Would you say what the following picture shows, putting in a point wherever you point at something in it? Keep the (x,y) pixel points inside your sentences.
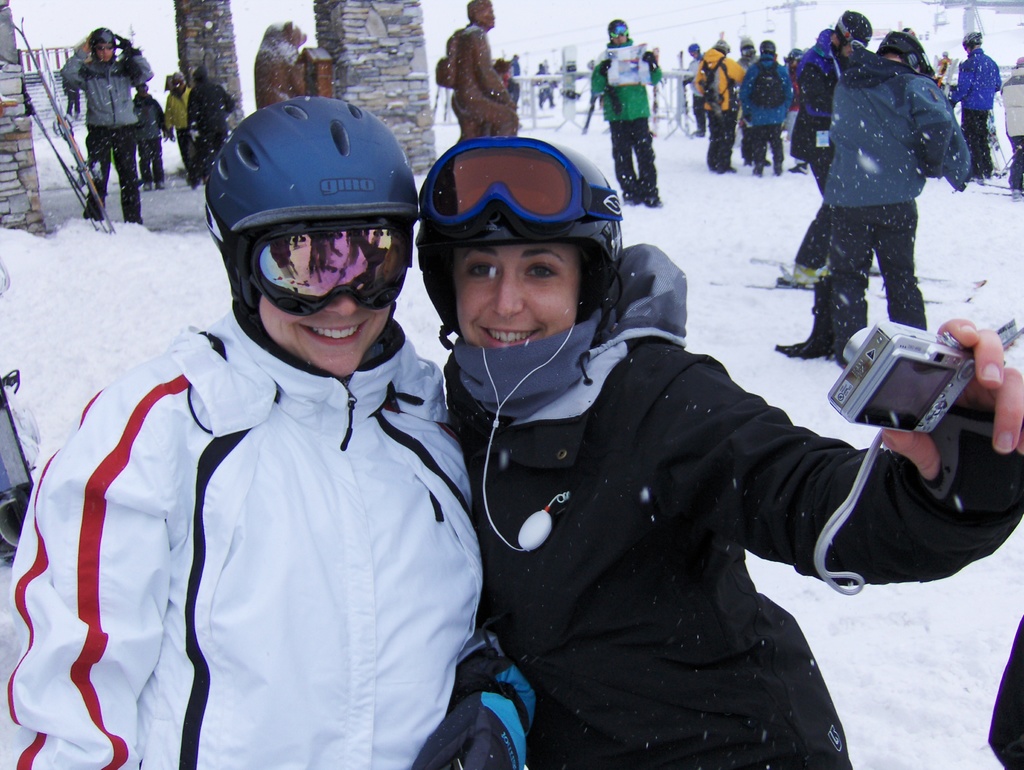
In this image there are two persons (430,423) wearing jackets (430,423), goggles (353,276) and helmet (287,142). Right side person (587,511) wearing black jacket (748,468) is holding a camera (929,407) in his hand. Few persons (622,98) are standing on the snow (751,244). Left top there are few pillars (216,56). Behind it there is a wall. A person (634,91) holding a paper (621,59) in his hand (608,62). Behind him there is a fence (593,86). Right top there are few poles (797,14) connected with wires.
